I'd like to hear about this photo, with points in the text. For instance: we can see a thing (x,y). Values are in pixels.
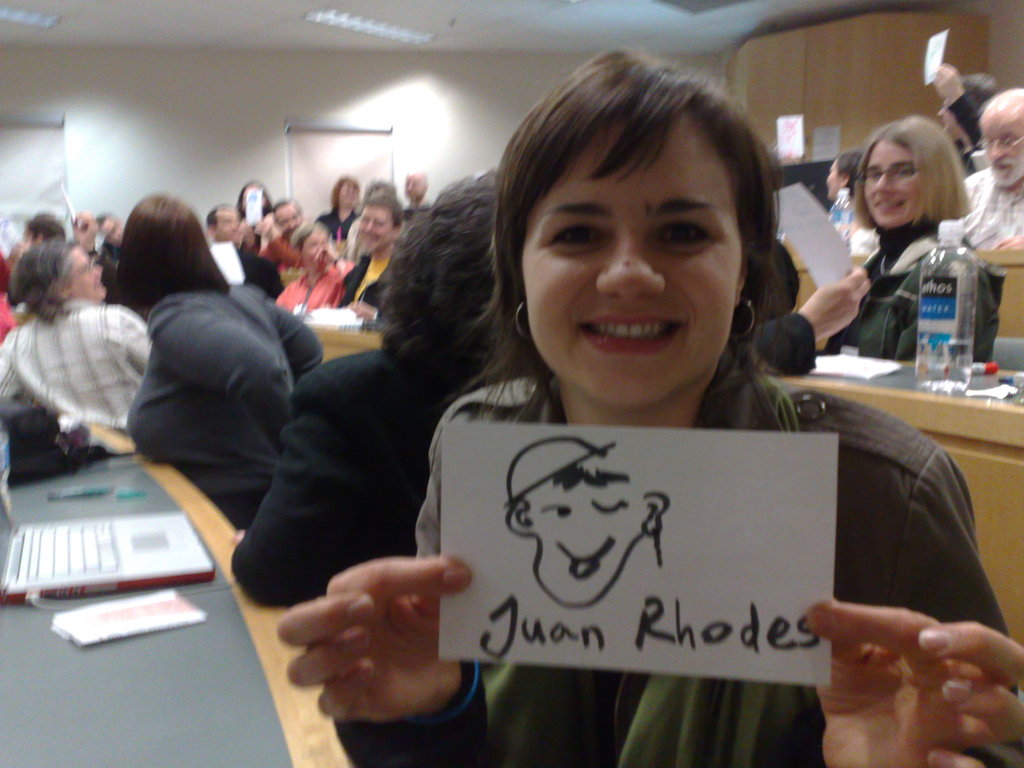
In this picture there are group of people (264,356) who are sitting on the chair (1021,351). There is a bottle (958,308). There is a laptop (91,554) and paper (132,602) on the table (184,595).
